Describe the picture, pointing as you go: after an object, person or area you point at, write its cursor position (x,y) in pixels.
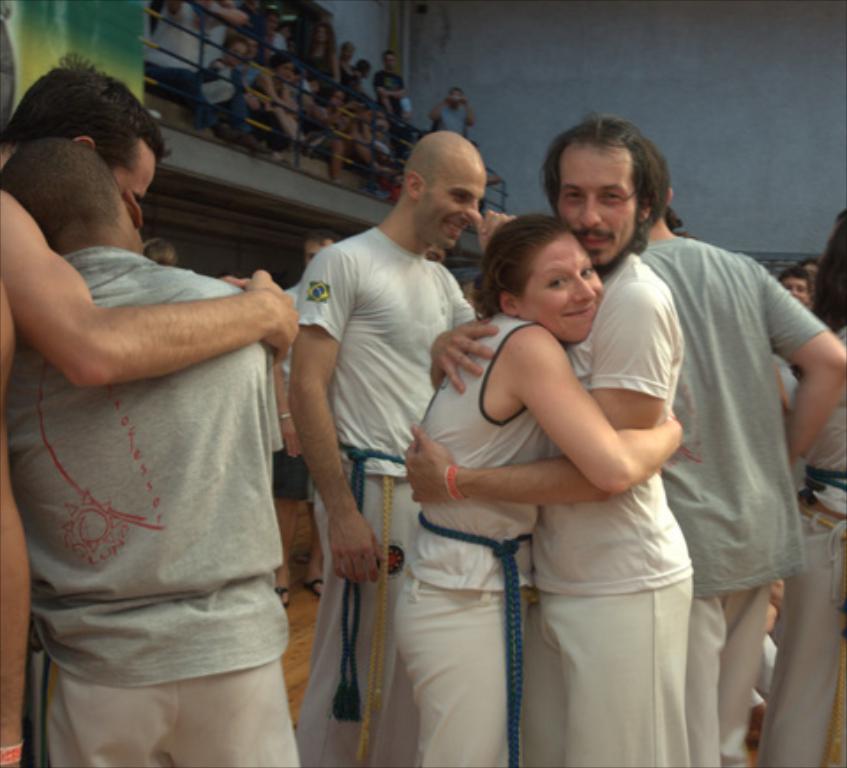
In this image we can see a few people (375,80), some of them are sitting on the seats (171,108), there is a railing (205,86), there is a banner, we can see a man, and woman (489,541) are hugging, also we can see the wall (574,92), and two men (89,554) are hugging.
